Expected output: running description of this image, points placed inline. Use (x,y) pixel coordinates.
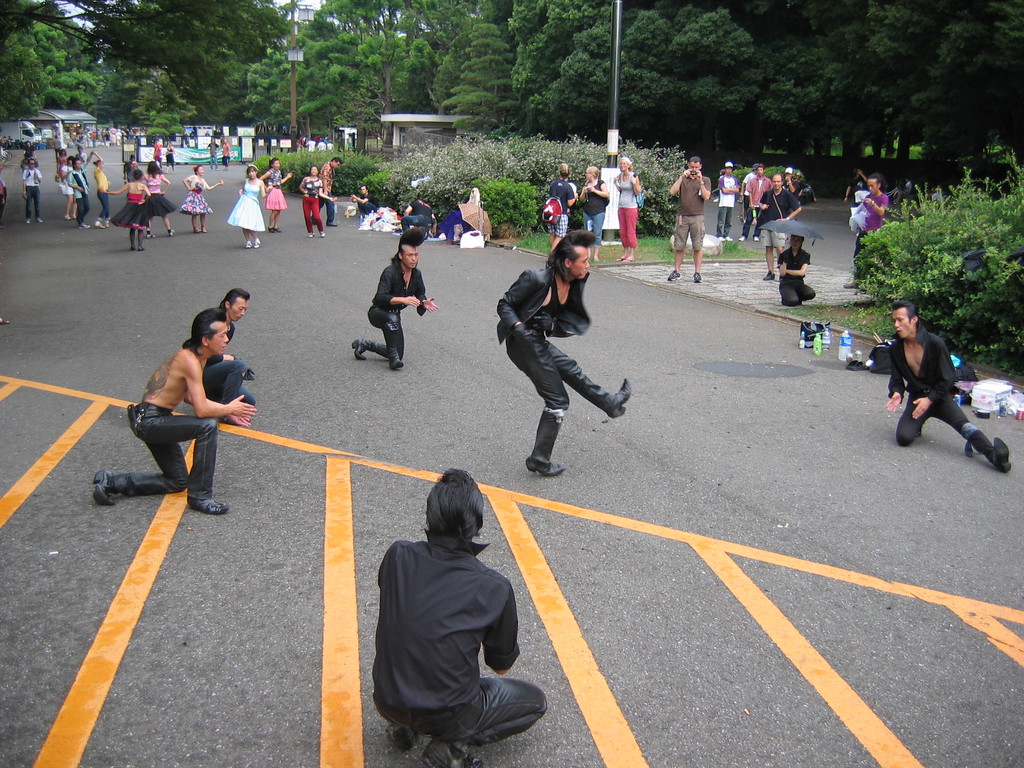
In this image we can see these people (906,325) wearing black dresses (141,413) and these people (235,213) are dancing on the road (344,565). Here we can see bottles (802,335) on the road (827,364), this person (803,277) holding an umbrella (804,224), this person (703,211) holding camera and these people (557,194) are standing here. Here we can see shrubs (555,166), houses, poles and trees (323,80) in the background (511,80).
